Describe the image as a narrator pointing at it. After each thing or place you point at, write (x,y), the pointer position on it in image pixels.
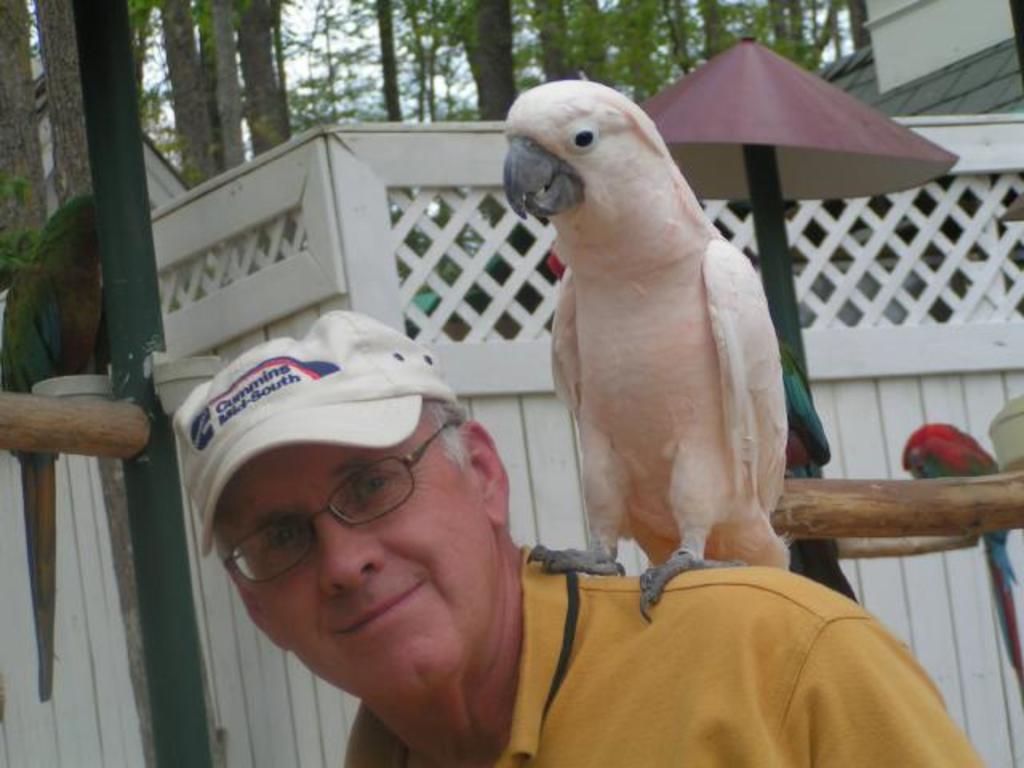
This picture shows a parrot (589,398) on the man shoulder (668,662), He wore a cap (223,389) on his head (329,458) and spectacles (391,491) on his face (435,477). We see a building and few parrots (945,441) and trees (406,56).
